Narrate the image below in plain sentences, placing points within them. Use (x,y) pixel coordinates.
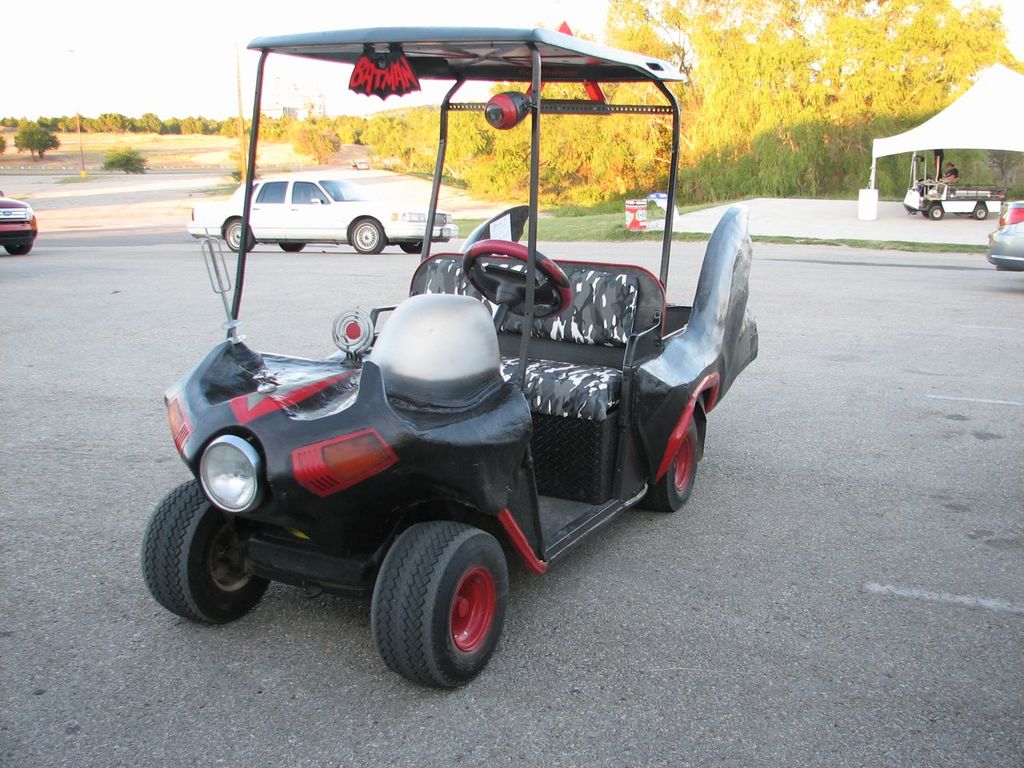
In this image, we can see vehicles (426,77) and in the background (764,68), there are trees (781,66) and poles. On the right (958,140), we can see a shed (986,112).
